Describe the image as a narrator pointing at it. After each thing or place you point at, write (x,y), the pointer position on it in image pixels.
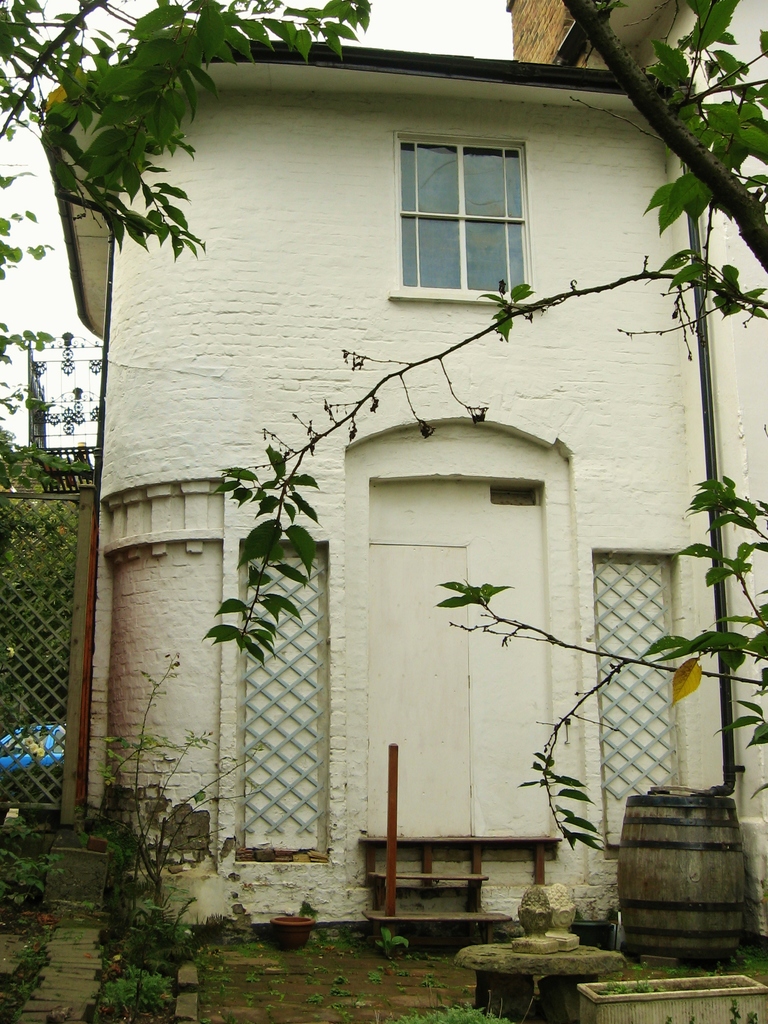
In this image I can see the building (377,572) and there is a window (439,287) to it. To the left (52,718) I can see the railing (40,702) and there are many trees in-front of the building (328,770). I can also see the barrel (652,858) and the rocks (495,945) in the front (541,891). In the back (60,506) there are trees (54,112).
